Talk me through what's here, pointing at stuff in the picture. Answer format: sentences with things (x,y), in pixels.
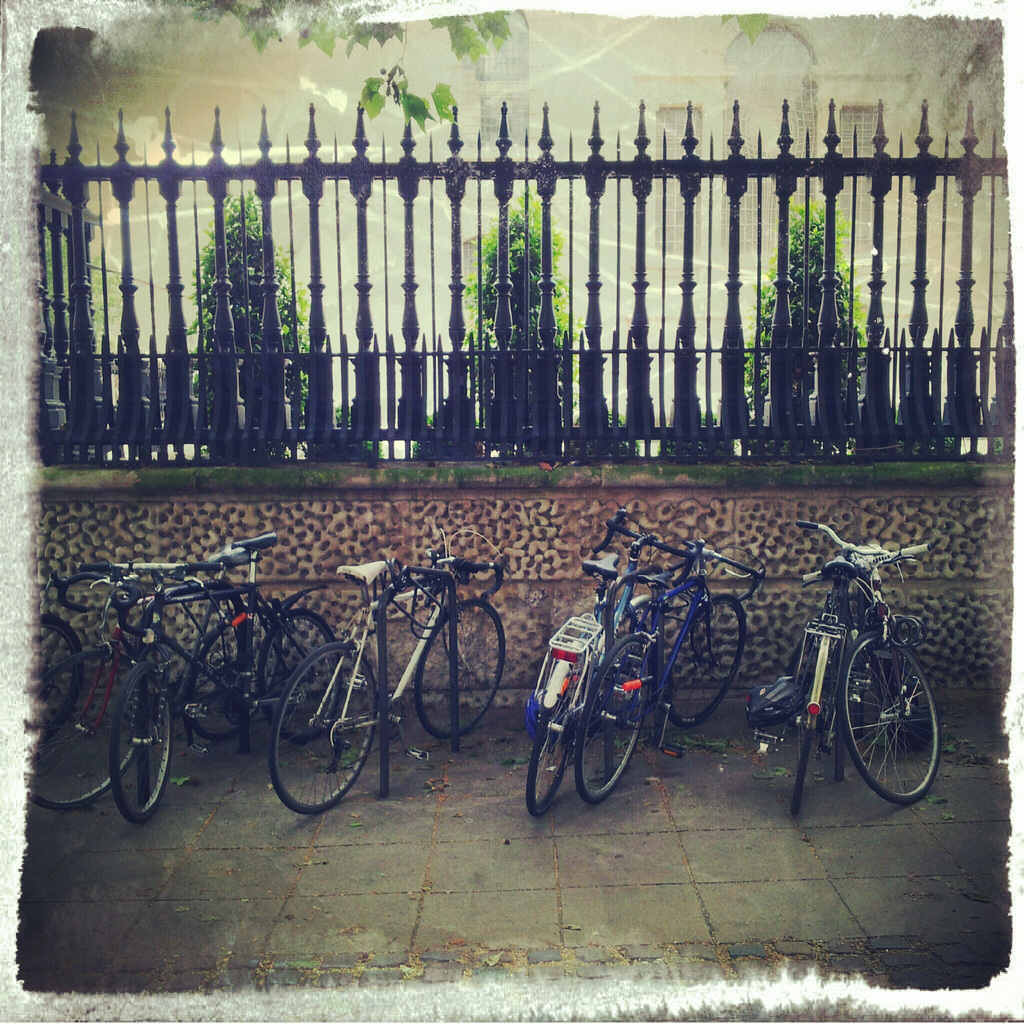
In this image I can see the ground (449,864), few bicycles (350,681) on the ground (463,861) and in the background (549,579) I can see the wall (556,517), the railing (804,291), few trees (513,271) which are green in color and the building (627,124) which is cream in color.
